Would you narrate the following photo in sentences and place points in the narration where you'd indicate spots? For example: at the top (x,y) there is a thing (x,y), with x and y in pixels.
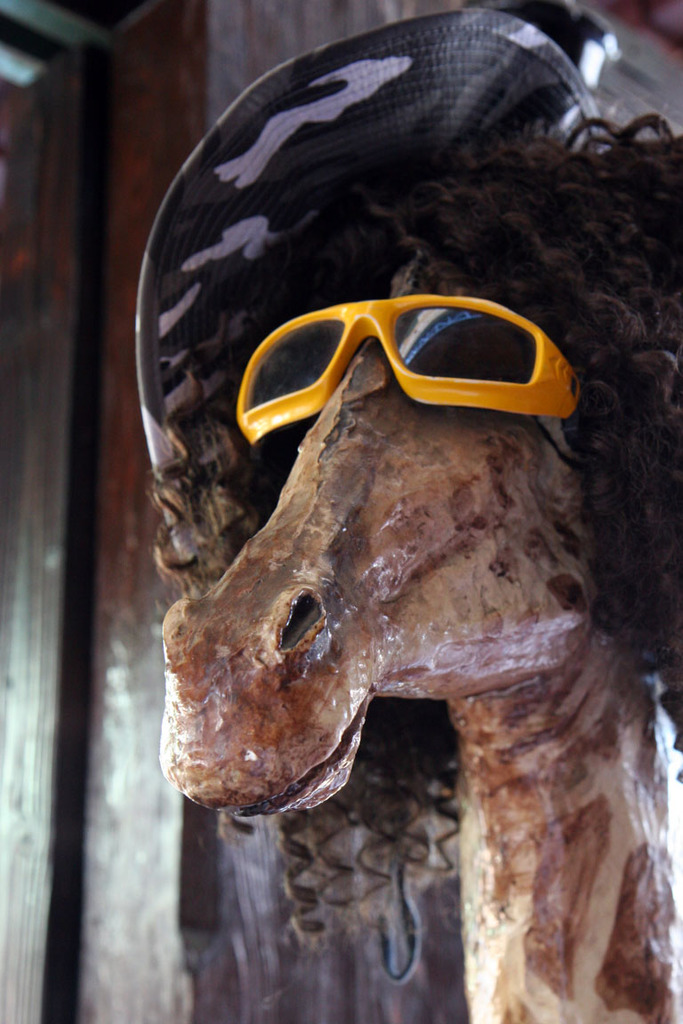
On the right side (512,818), there is a statue (532,868) of an animal (483,709) having sunglasses (514,335) and hair (316,284). In the background (125,57), there is a pillar (99,675).
